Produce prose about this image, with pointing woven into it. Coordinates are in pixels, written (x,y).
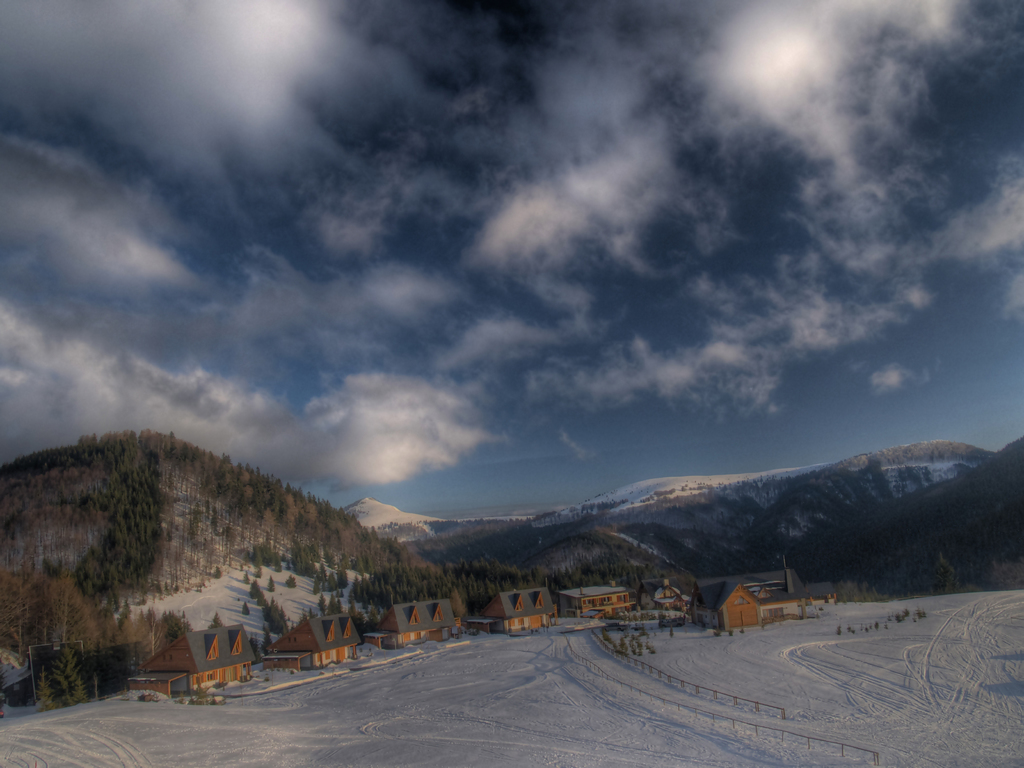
In this picture we can see many mountains (272,486) and trees (260,491). At the top (404,141) we can see sky (433,156) and clouds (525,200). At the bottom (724,610) we can see many buildings (695,621), beside that we can see the fencing (727,719). In the bottom right (805,728) we can see the snow (908,687).
